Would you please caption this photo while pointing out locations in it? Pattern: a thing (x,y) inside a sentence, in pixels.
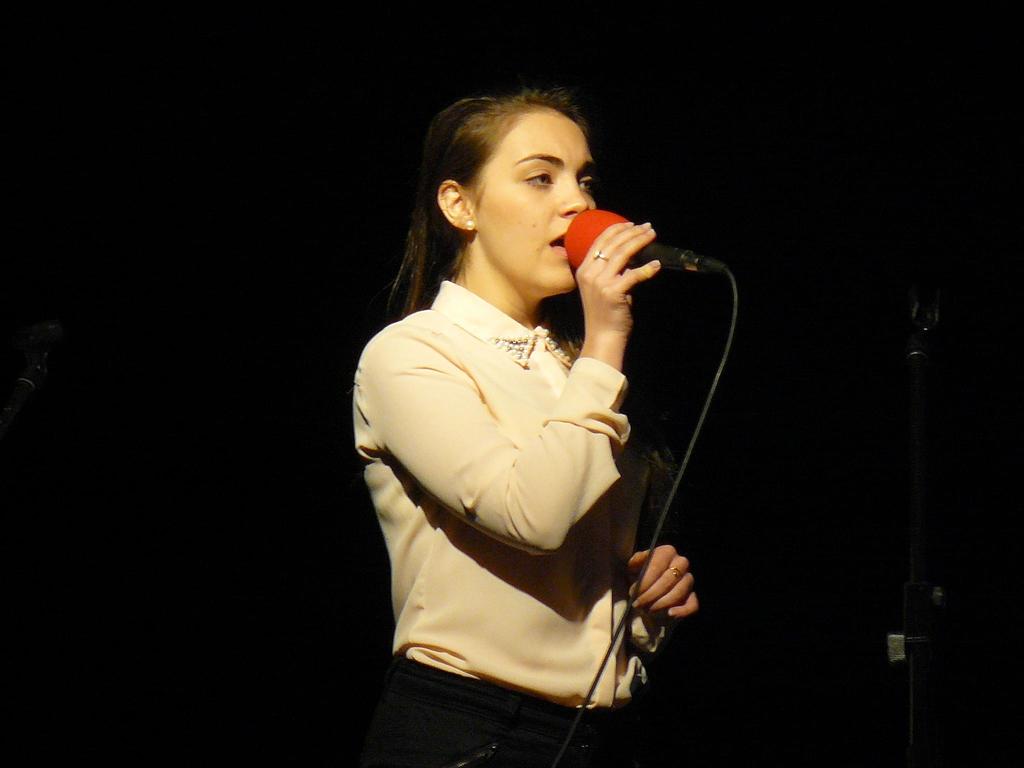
In the picture I can see a person (462,514) wearing a shirt (445,400) is standing here and holding a mic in her hand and the background of the image (640,181) is dark.
